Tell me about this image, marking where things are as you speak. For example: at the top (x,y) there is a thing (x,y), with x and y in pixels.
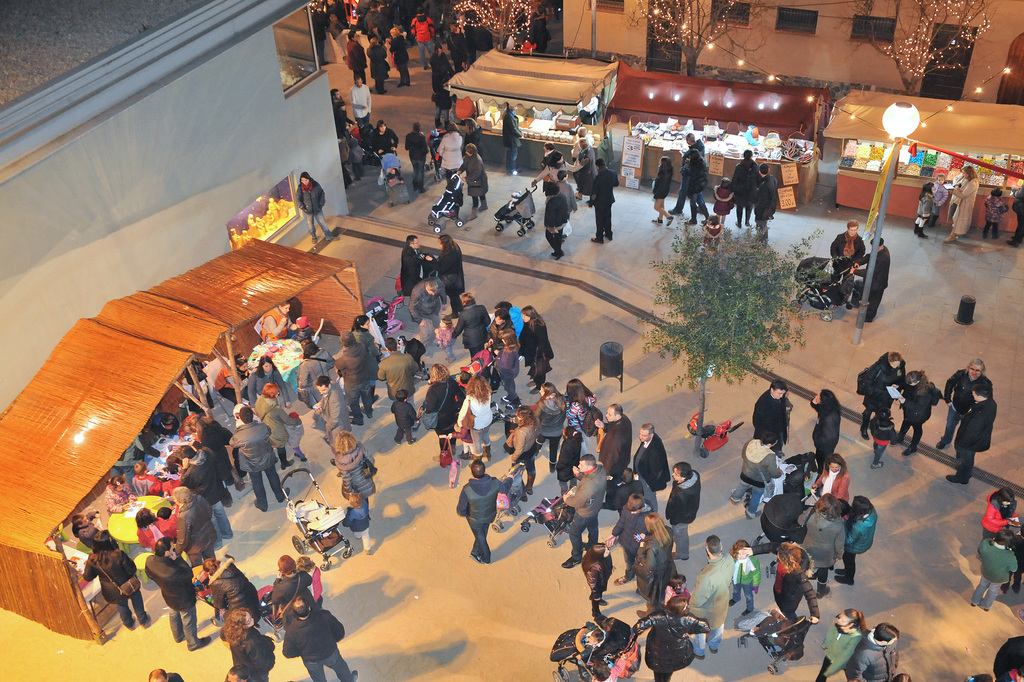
There are many people (779,393) here standing and walking on the floor (916,518) and we can see strollers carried by people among them and there are stores (643,164), trees (652,24) with decorative lights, light pole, trees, building (60,271), wall (71,261), windows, dustbin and some other objects (794,175).
